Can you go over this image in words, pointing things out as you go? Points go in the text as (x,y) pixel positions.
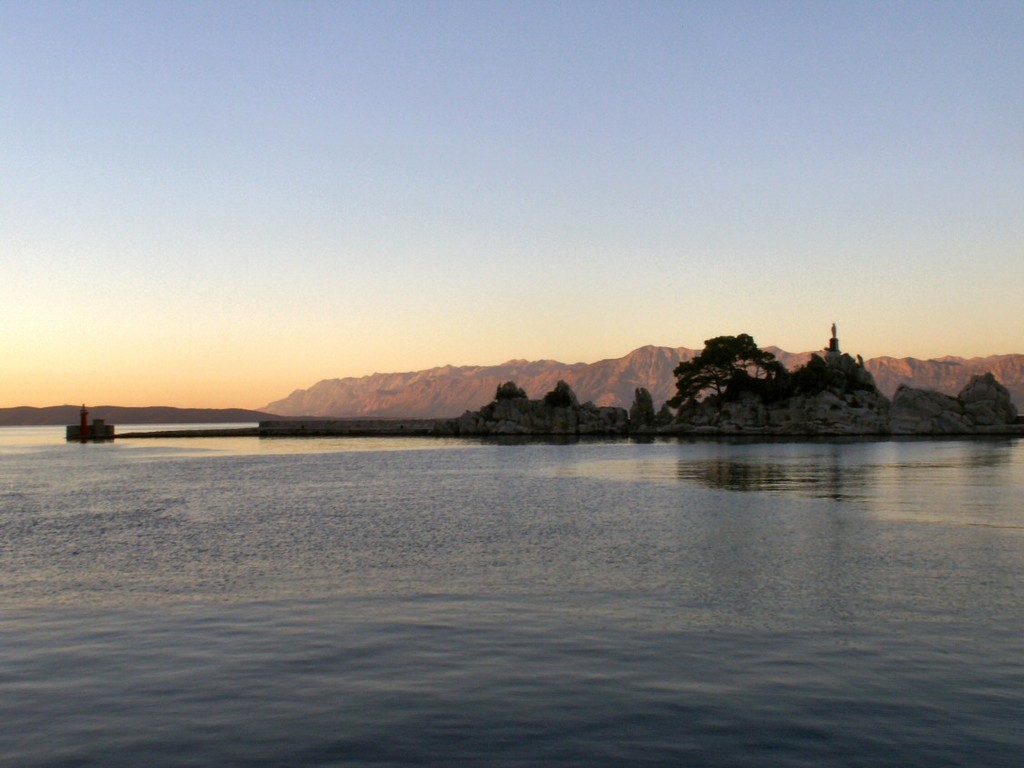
In this image I can see the few trees (727,359), mountains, rocks (676,427) and the water (639,601). The sky (586,193) is in white, blue and orange color.
